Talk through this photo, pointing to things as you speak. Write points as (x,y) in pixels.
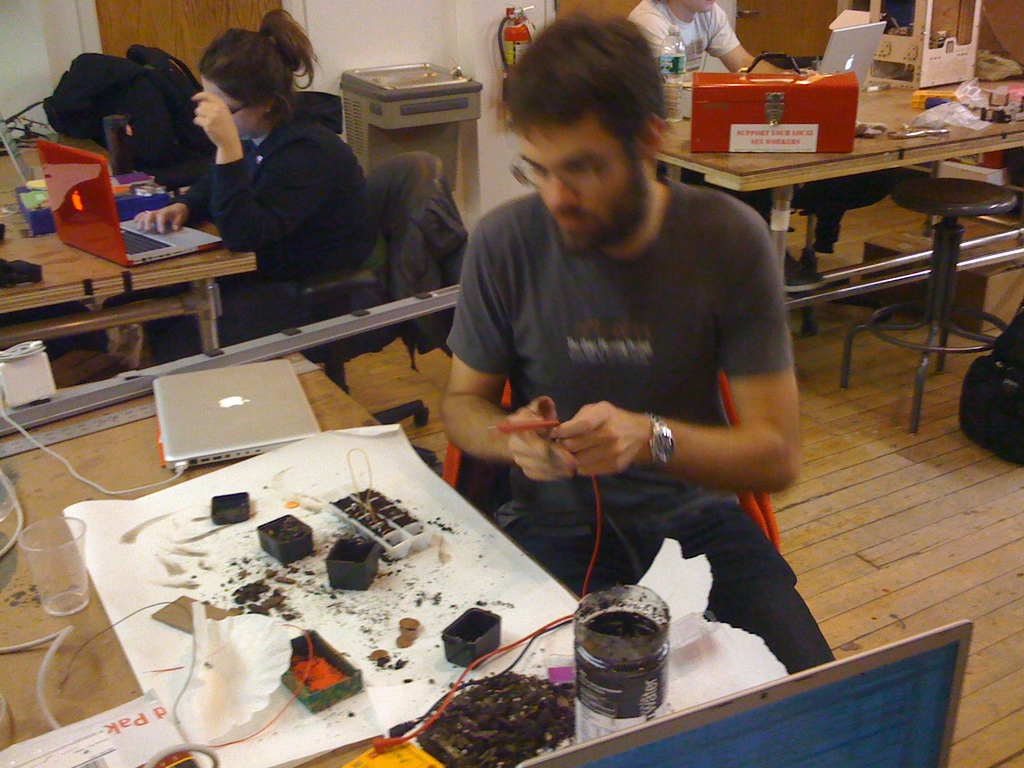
In this picture we can see a one girl (277,195) and two boys (707,67) are working in the workshop (947,444), a boy (652,323) wearing grey t-shirt (693,341) and jean (715,541) is working on the electronic device (478,658) and apple laptop (278,395) on the table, Beside that boy (646,465) a girl (215,220) is working on the laptop (170,248) and there is table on which another person (727,41) sitting on the table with the tool box (726,108) is also working on the laptop (852,55). behind there is a fire extinguisher (513,57) can see on the white wall (467,15).
